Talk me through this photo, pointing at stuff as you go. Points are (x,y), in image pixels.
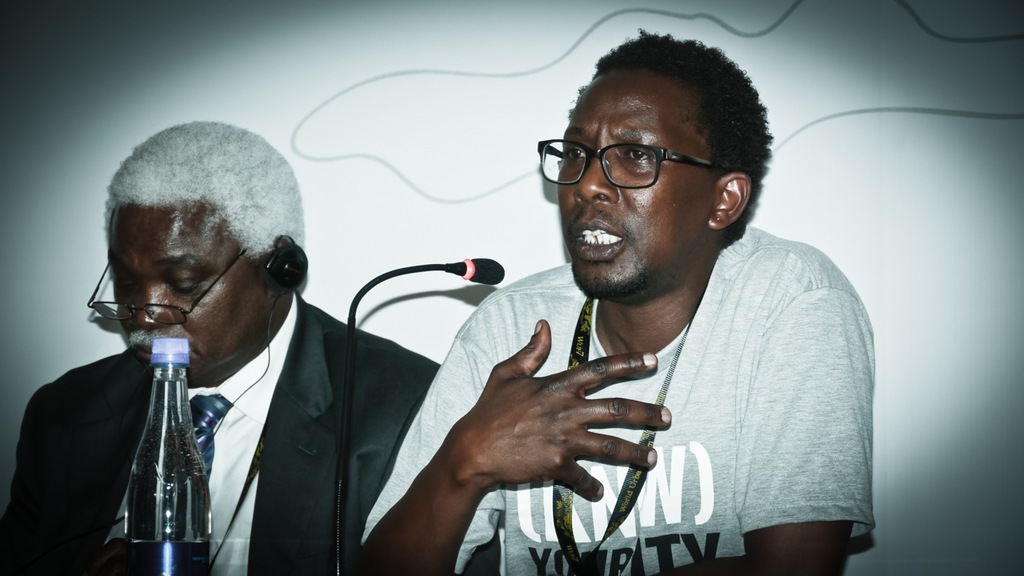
Here we can see two men (577,342) and he is talking on the mike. There is a bottle (133,467). In the background (460,183) we can see wall (938,122).
